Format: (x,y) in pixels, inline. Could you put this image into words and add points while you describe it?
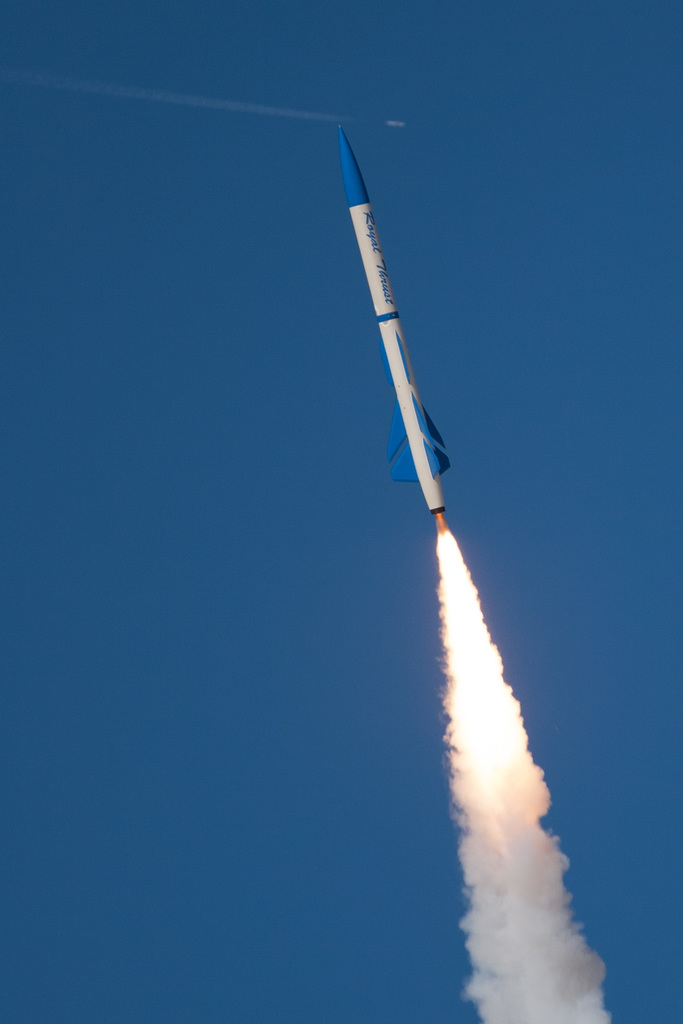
In this picture there is a rocket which is going up. At the bottom (527,972) we can see smoke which is coming from the rocket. On the left (164,236) there is a sky (274,511).
